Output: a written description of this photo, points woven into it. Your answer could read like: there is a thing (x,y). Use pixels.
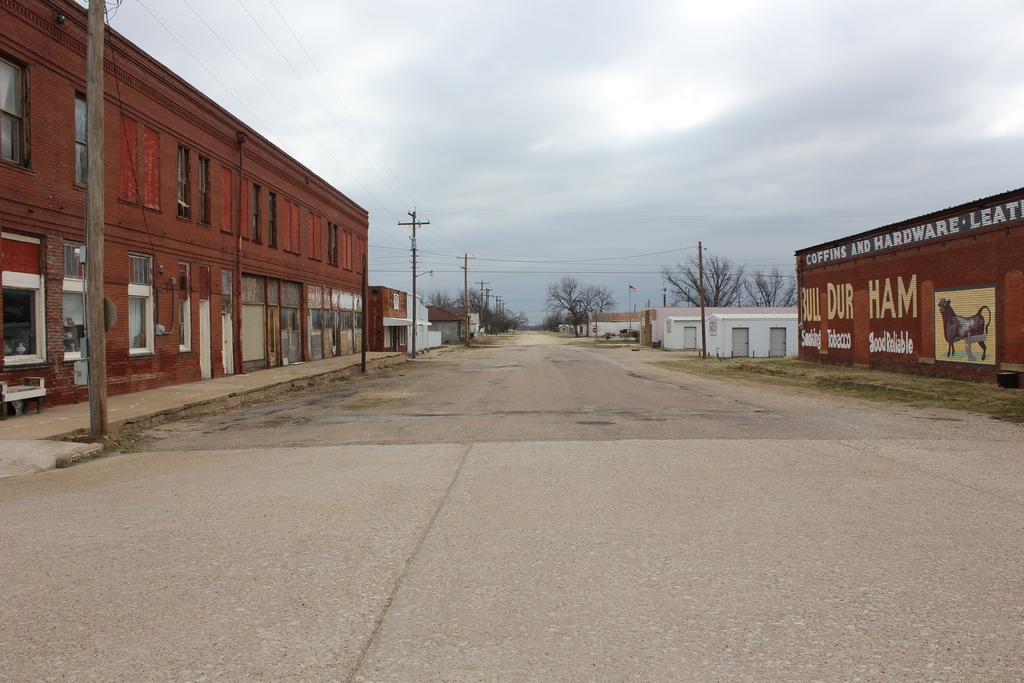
In this image we can see some houses (359,319), windows (139,349), doors (224,327), there are electric poles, wires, trees (669,280), there are some images (954,324), and text (902,299) on the wall (952,265), also we can see the sky (689,86).
